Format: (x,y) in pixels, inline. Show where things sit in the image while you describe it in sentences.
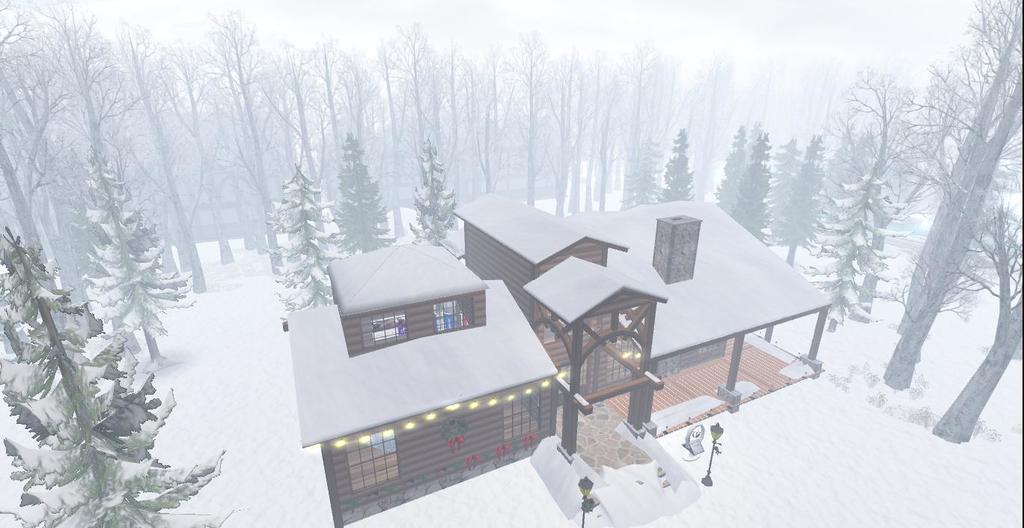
In this picture I can see a house (549,329) and few trees (123,90) and I can see snow (291,512) and couple of pole lights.
